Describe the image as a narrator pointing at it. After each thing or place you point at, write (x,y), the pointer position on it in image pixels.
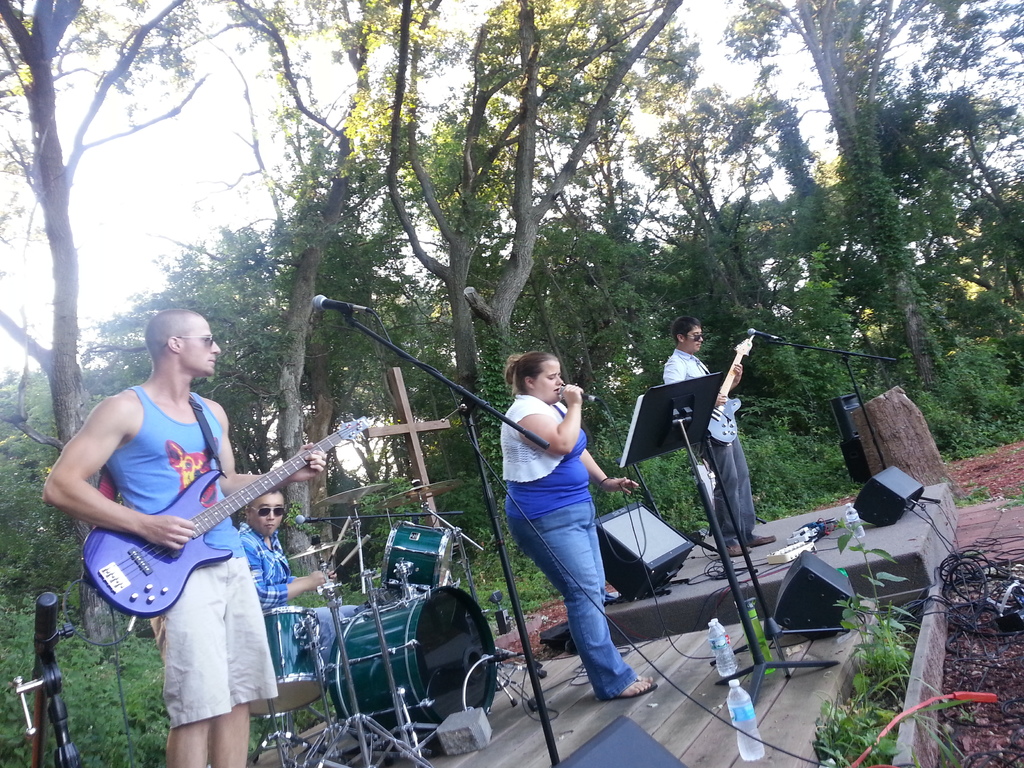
There are two persons (152,322) playing guitar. She is singing on the mike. These are some musical instruments (446,486) and there are bottles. In the background (329,379) there are trees (622,206) and this is sky (197,171).
